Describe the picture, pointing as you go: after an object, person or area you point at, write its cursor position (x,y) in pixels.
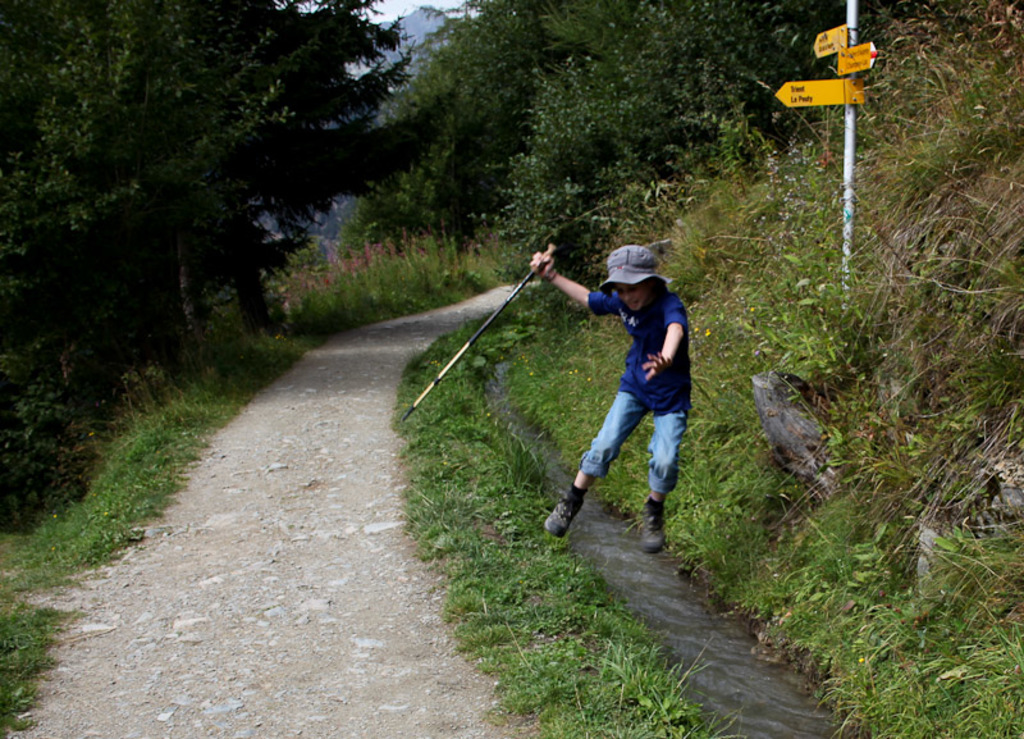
As we can see in the image there is grass (544,403), plants (873,312), trees (233,84), sign pole (844,264) and a boy (644,387) holding stick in his hand (547,272).
